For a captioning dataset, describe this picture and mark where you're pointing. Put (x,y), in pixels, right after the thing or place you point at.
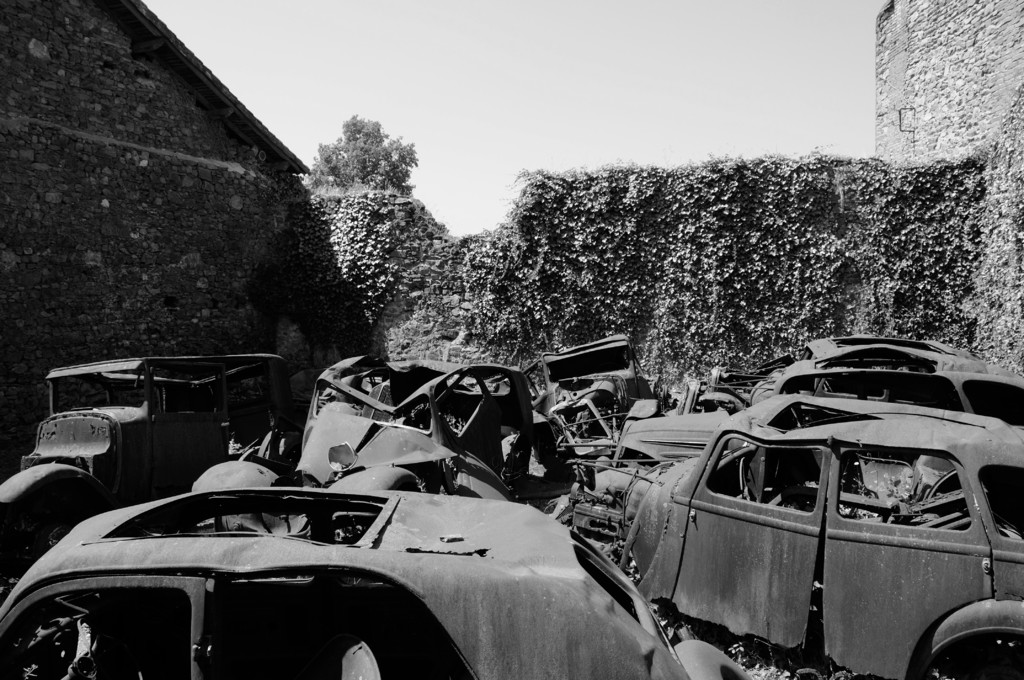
In this image at the bottom there are some damaged vehicles (339,422), and on the left side (180,236) there is one house (220,262), in the center (364,264) there are some trees (753,226). On the right side (993,126) also there is a wall (892,76), at the top of the image (566,75) there is sky (564,68).
